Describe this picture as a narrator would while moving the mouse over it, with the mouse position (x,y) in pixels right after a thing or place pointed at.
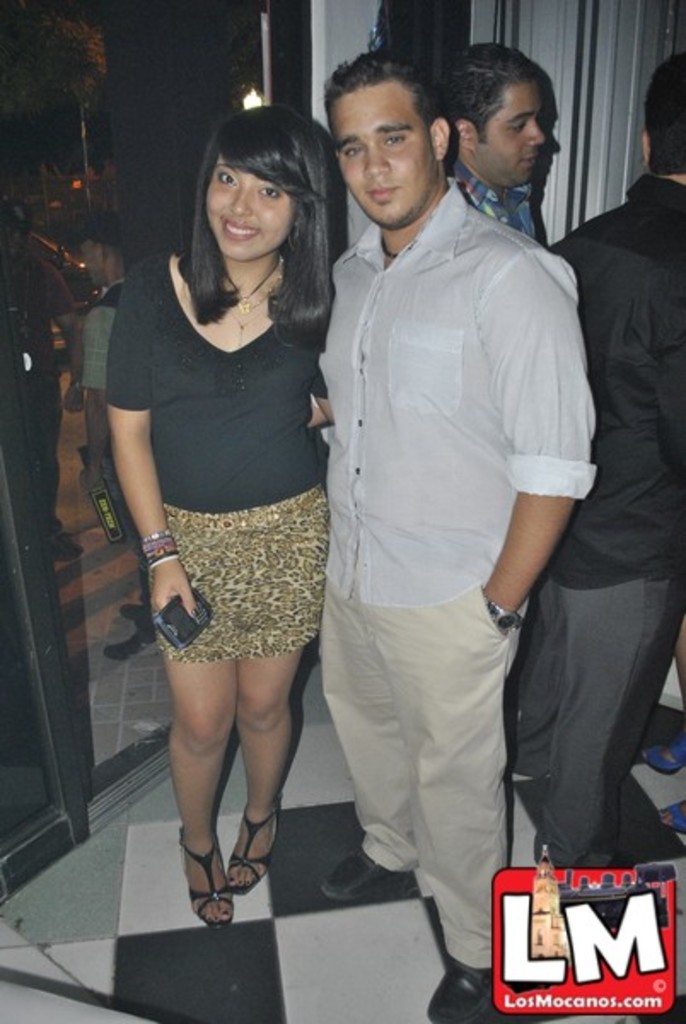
Here we can see a woman (316,447) and a man (419,479) standing on the floor (248,972) and she is smiling. In the background (14,44) we can see glass (235,41), light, and two persons (655,589).
